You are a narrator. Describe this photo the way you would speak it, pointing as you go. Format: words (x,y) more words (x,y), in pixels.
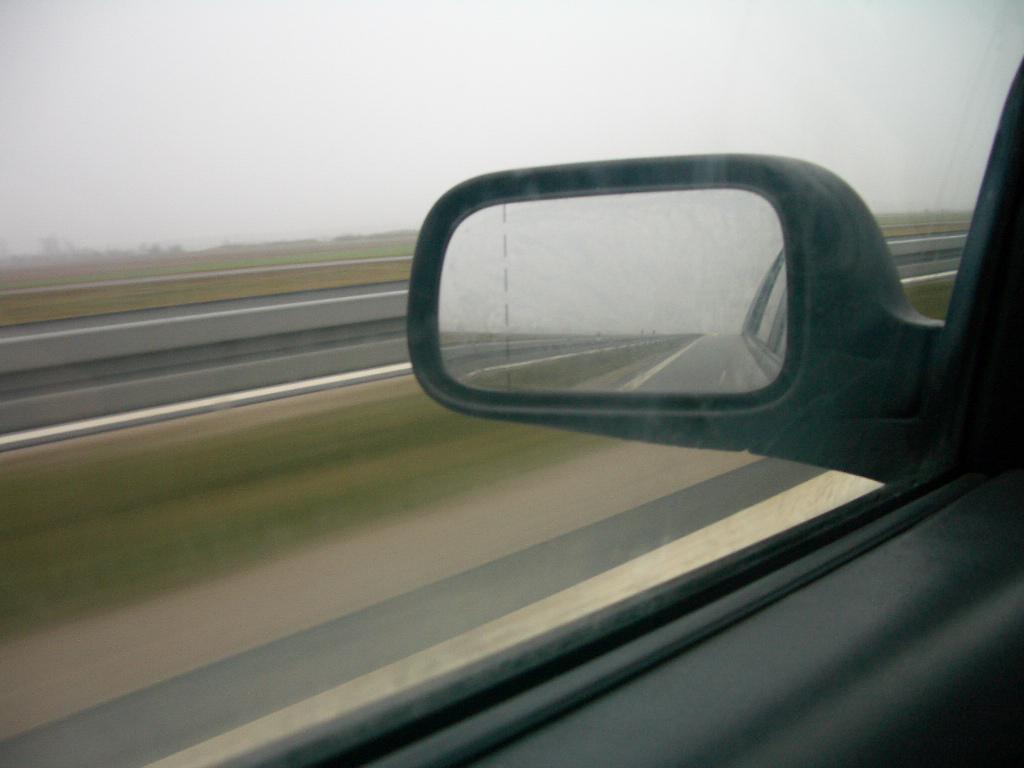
In this image we can see a car mirror (544,383). This image is taken from the car window (394,532). Behind the window (361,564) we can see a road (186,338). Sky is also visible.
